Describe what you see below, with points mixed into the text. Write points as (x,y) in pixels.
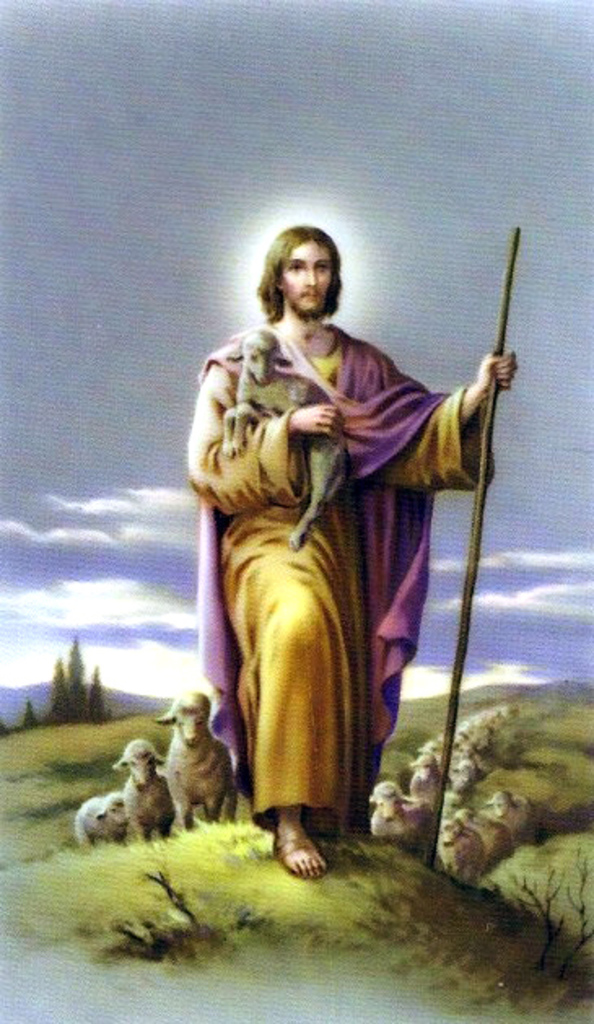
In this image we can see a picture of a person (314,577) holding an animal (315,441) in his hand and a stick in his hand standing on the grass field (430,895). In the center of the image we can see some sheep (480,728). In the background (551,358), we can see trees (71,698), hill (114,704) and the sky (157,483).
